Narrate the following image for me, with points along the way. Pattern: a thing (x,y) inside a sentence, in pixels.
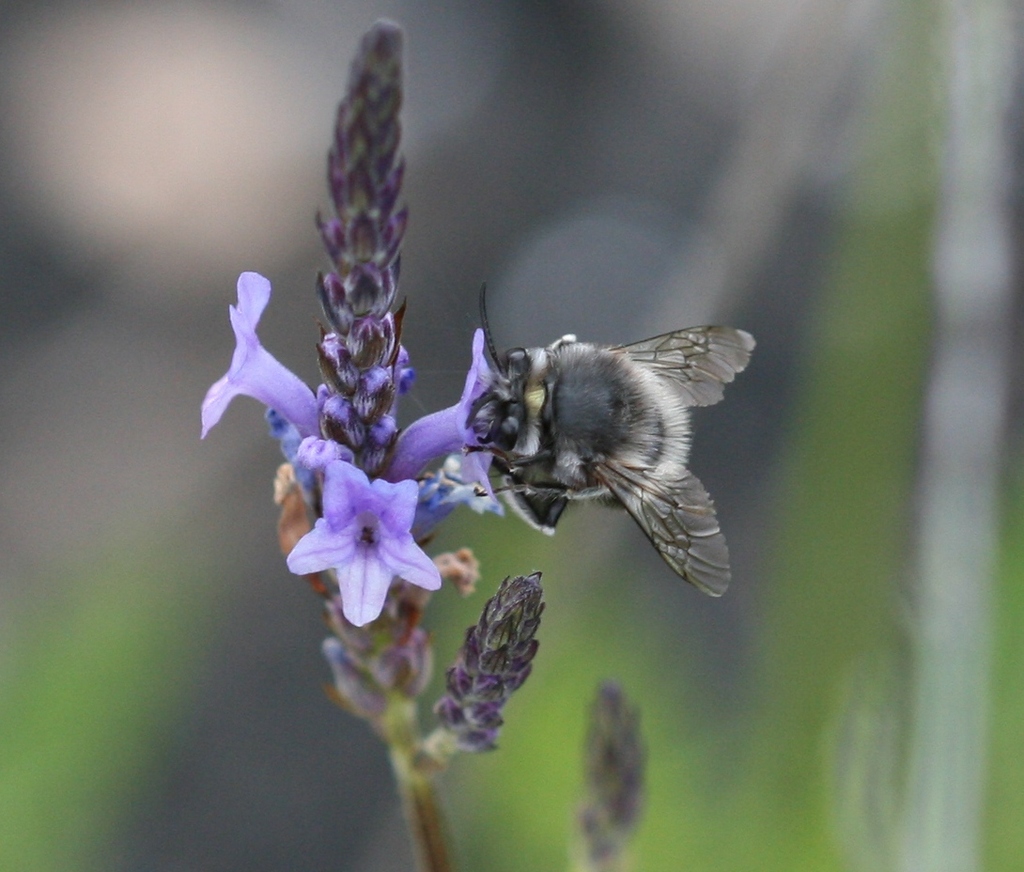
In this image we can see the honey bee (560,423) on the flower region (446,415) of the plant (368,627).
